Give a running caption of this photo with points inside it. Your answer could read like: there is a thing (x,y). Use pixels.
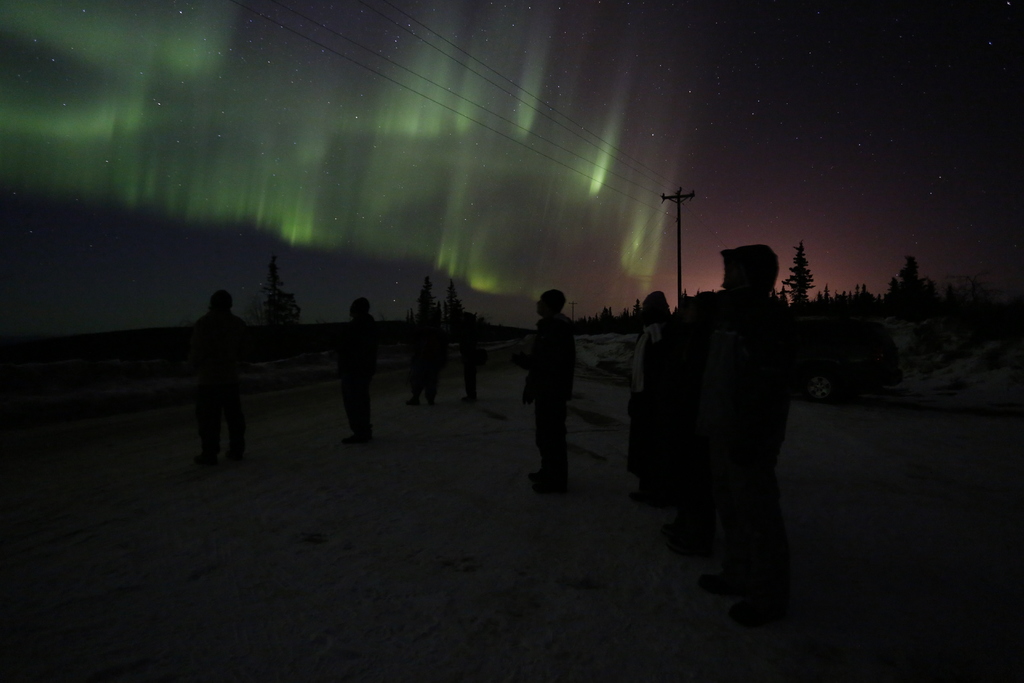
In this image we can see few persons (472,354) standing, there are some trees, plants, wires (594,142) and an electric pole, also we can see stars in the sky (592,155).
